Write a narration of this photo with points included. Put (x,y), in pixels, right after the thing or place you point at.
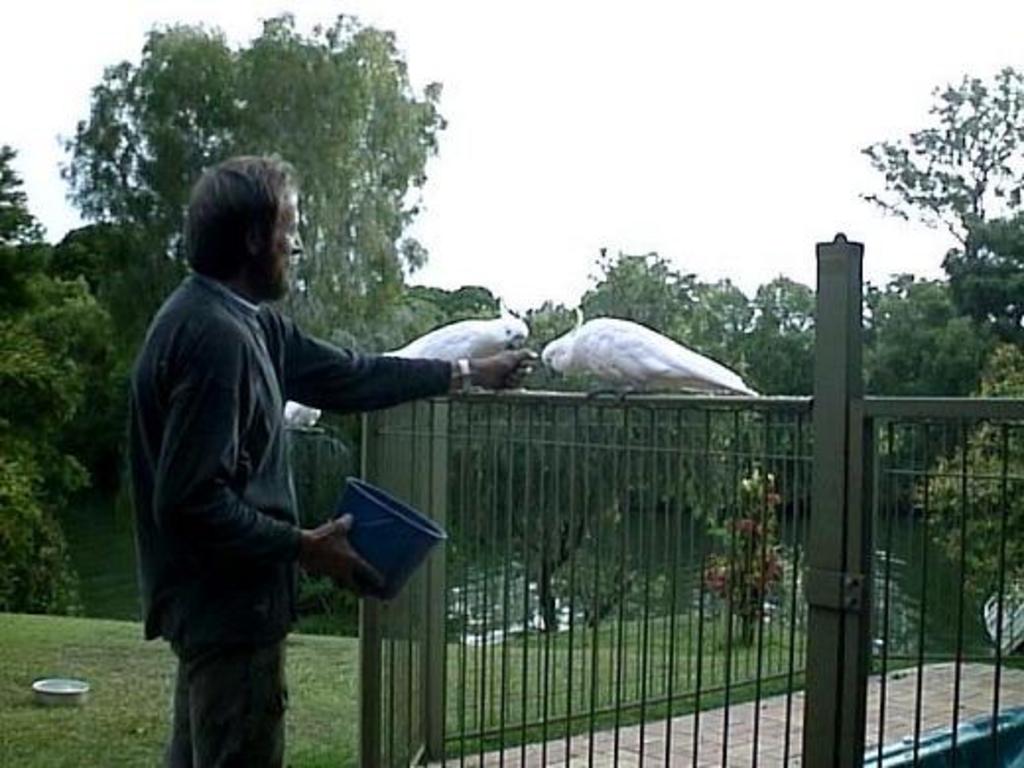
In this picture we can see a man (227,549) is standing and holding a bucket (409,527), at the bottom (125,681) there is grass (111,686), on the right side (810,608) we can see railing (794,610), there are two birds (497,349) in the middle (530,377), in the background (678,475) there are some trees (595,301) and water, we can see the sky (503,29) at the top of the picture (541,107).
